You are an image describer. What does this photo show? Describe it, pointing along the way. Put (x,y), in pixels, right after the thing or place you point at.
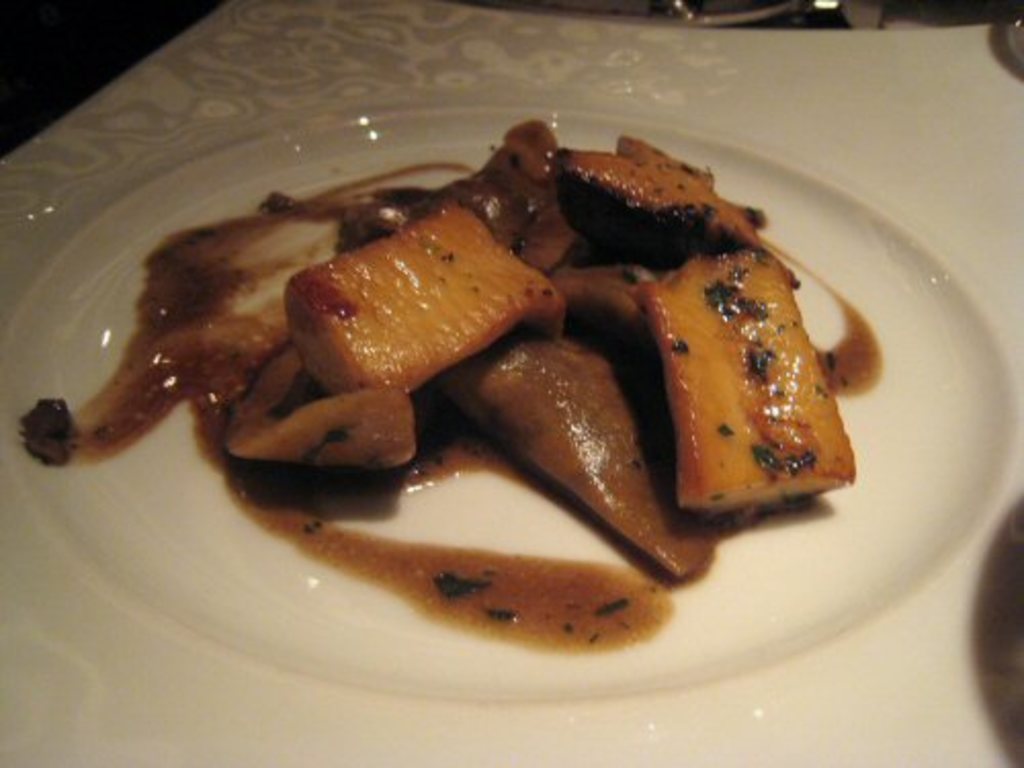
This image consists of a plate (382,602) in which we can see a food item (449,400).
